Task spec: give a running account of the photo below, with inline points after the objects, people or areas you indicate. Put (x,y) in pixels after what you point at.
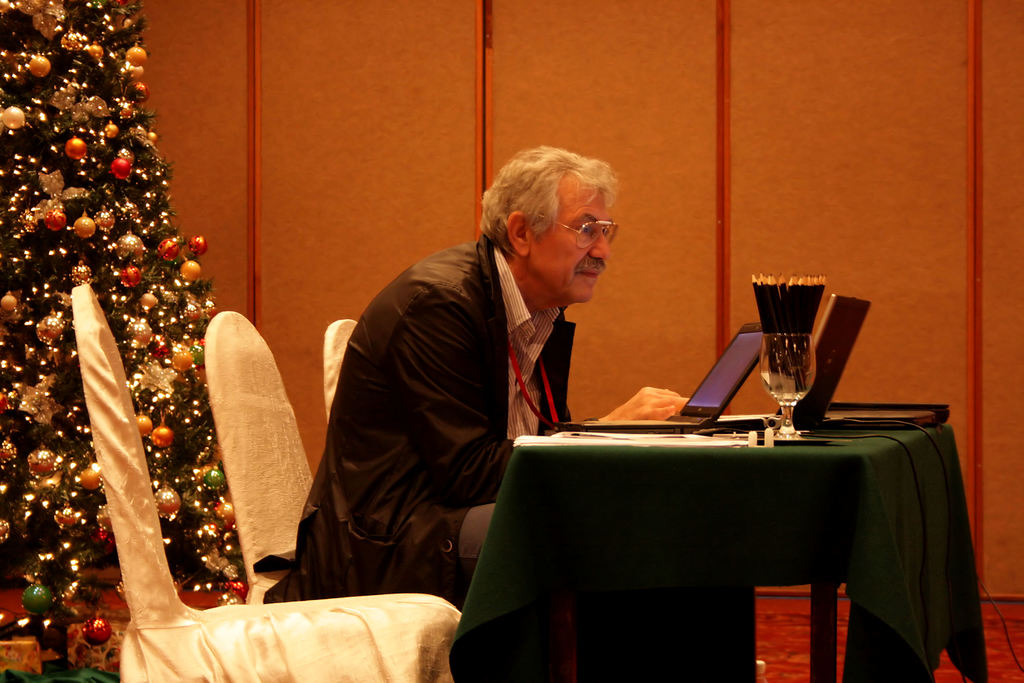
In this image, we can see a person (545,272) wearing spectacles (579,246) is sitting on a chair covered with white cloth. We can see a table (822,464) covered with a green cloth (876,523) and some objects (717,382) like a laptop (819,390) and a glass (775,388) on it. On the left (14,462), we can see a Christmas tree (24,513). We can also see the wall (347,132). On the bottom right (980,624), we can see the floor (778,645).
